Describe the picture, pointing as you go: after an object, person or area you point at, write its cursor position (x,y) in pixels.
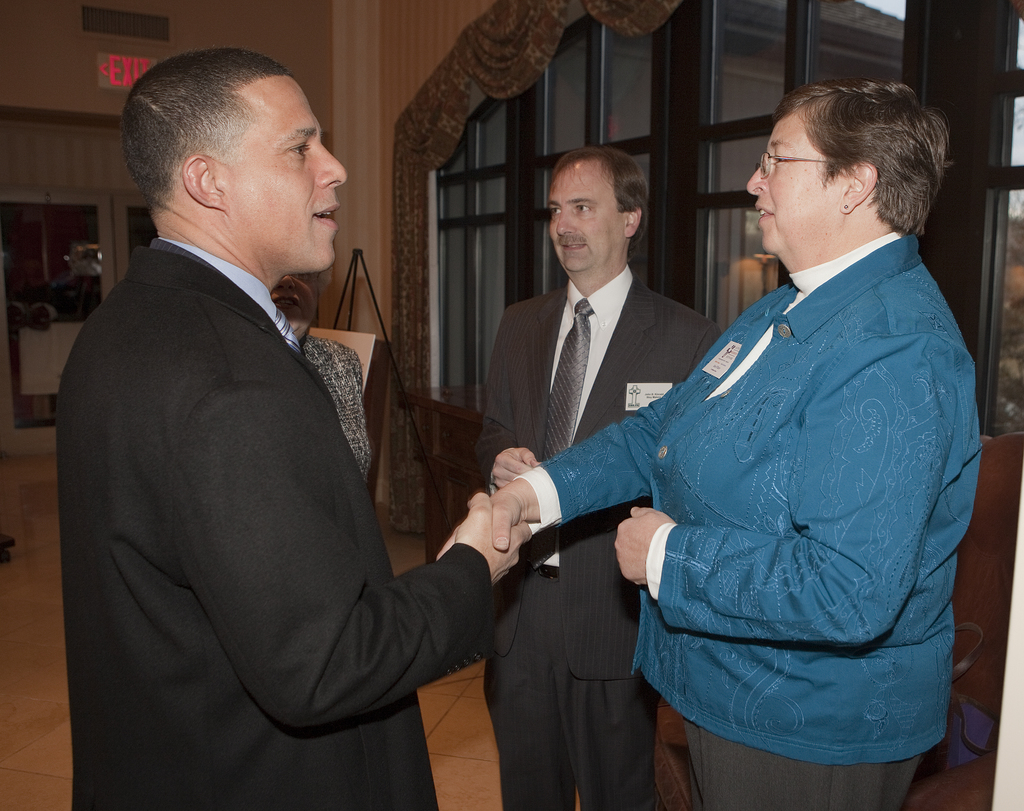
In this picture there are two persons (479,620) standing and shaking hands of each other and there is another person (649,352) standing beside them and there is a glass door (83,291) in the left corner (64,290) and there is a exit board (104,73) above it and there are some other objects (482,143) in the background (498,158).
